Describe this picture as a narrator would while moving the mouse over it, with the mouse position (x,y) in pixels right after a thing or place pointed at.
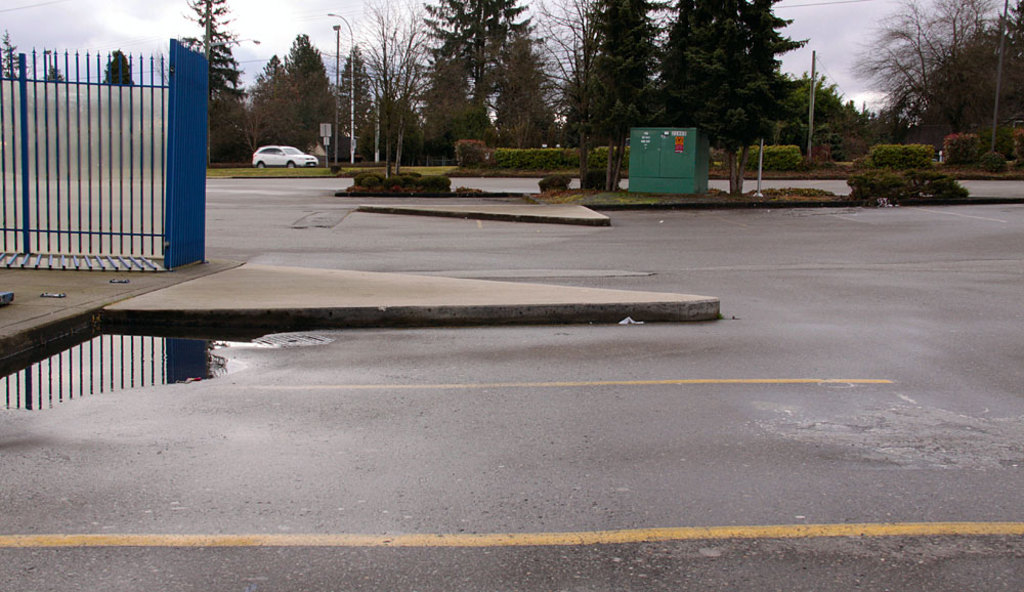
In a given image I can see a fence (181,125), road (853,284), trees (617,10), plants (458,162), vehicle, light poles (211,135) and some other objects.
